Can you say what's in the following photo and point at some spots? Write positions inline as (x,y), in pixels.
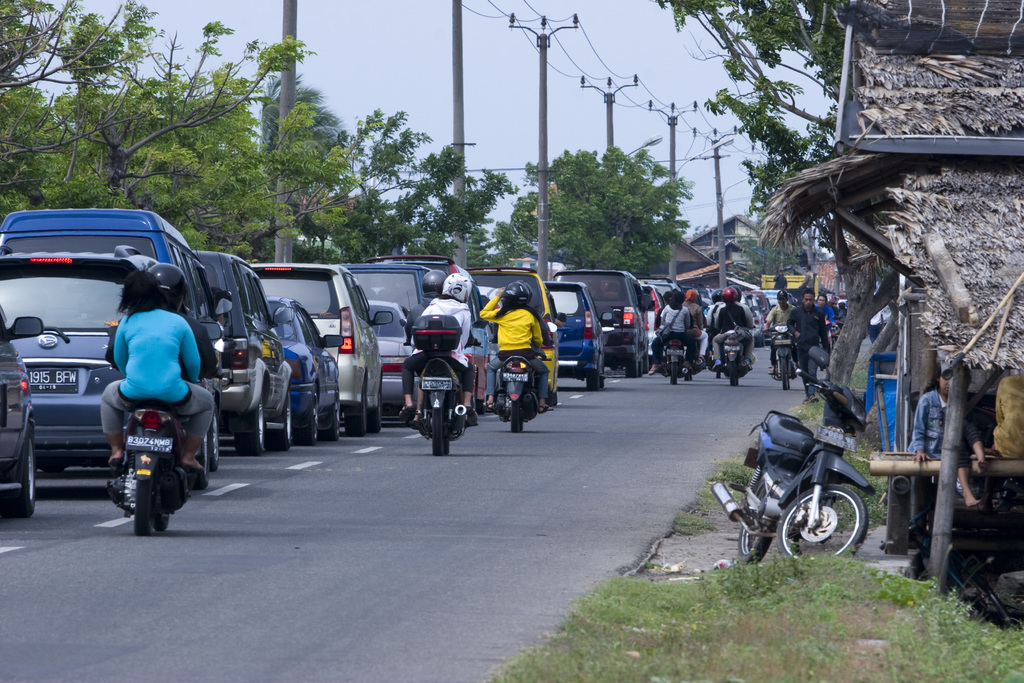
There are cars (333,266) and bikes (783,333) on the road (416,530). This is grass (853,646) and there is a hut (905,359). Here we can see few persons (808,321), trees (857,273), and poles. In the background (671,104) there is sky (412,48).
